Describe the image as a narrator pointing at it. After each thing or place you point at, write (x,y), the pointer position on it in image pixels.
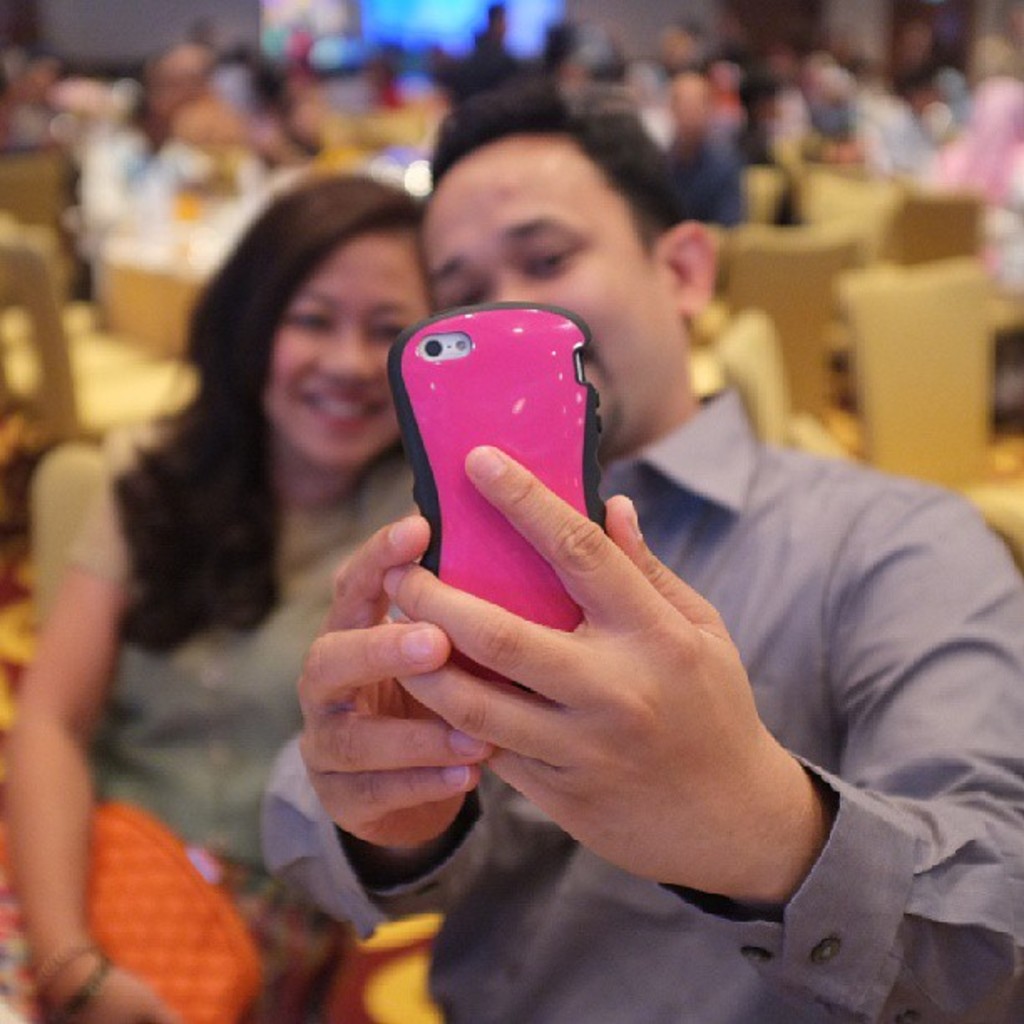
In this image there is a man (437,883) and a woman (293,649) taking selfie with mobile (422,455), in the background (891,353) there are chairs (794,156), people (666,87) are sitting on chairs (866,194) and it is blurred.
